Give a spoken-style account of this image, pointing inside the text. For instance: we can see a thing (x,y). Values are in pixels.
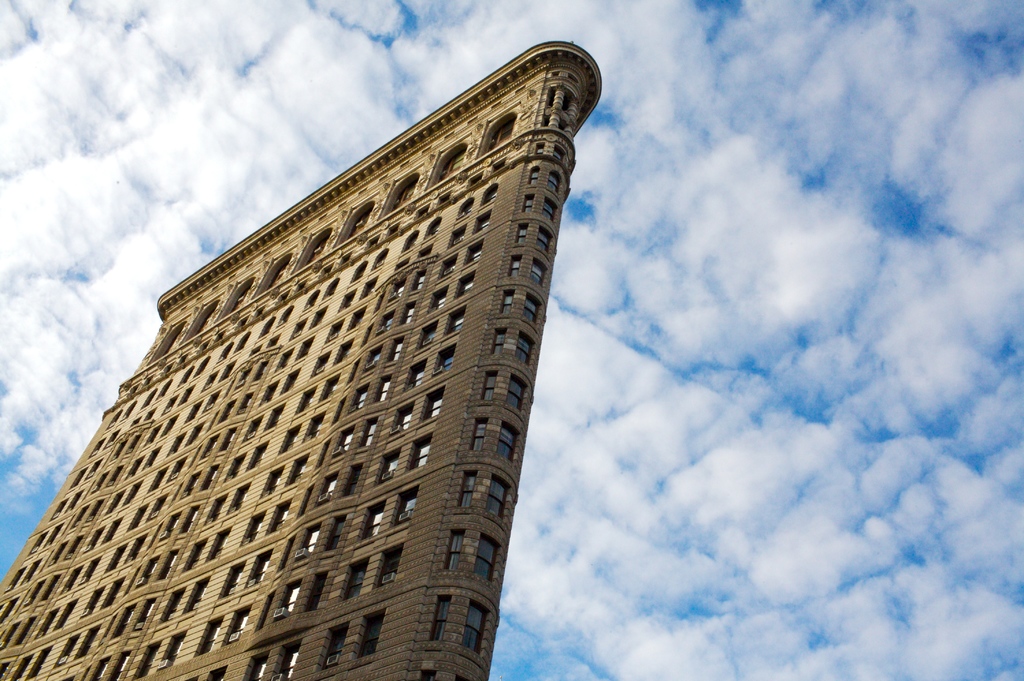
In the center of the image (375,348) there is a building (434,539). In the background (629,369) there is sky (302,173).
